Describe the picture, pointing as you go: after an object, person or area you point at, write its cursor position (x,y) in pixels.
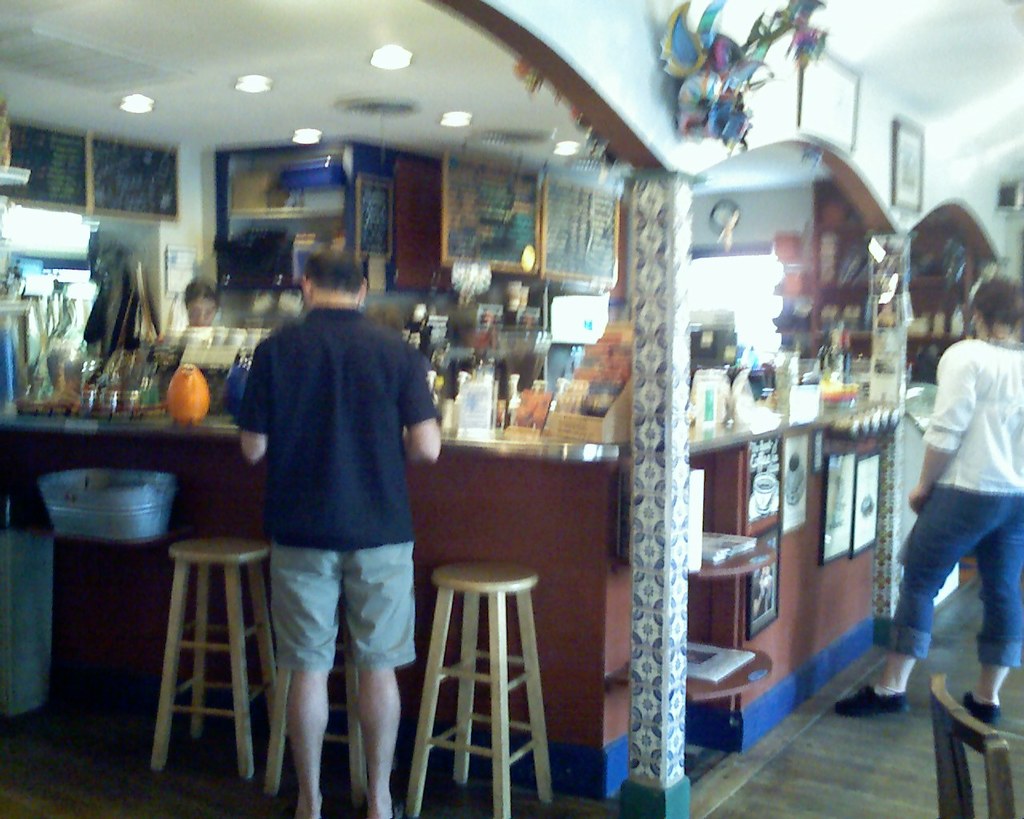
This picture shows a store (632,478) where we see two people (1017,579) standing and watching the items (708,394) and we see a woman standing inside and we see couple of chairs (196,618).
